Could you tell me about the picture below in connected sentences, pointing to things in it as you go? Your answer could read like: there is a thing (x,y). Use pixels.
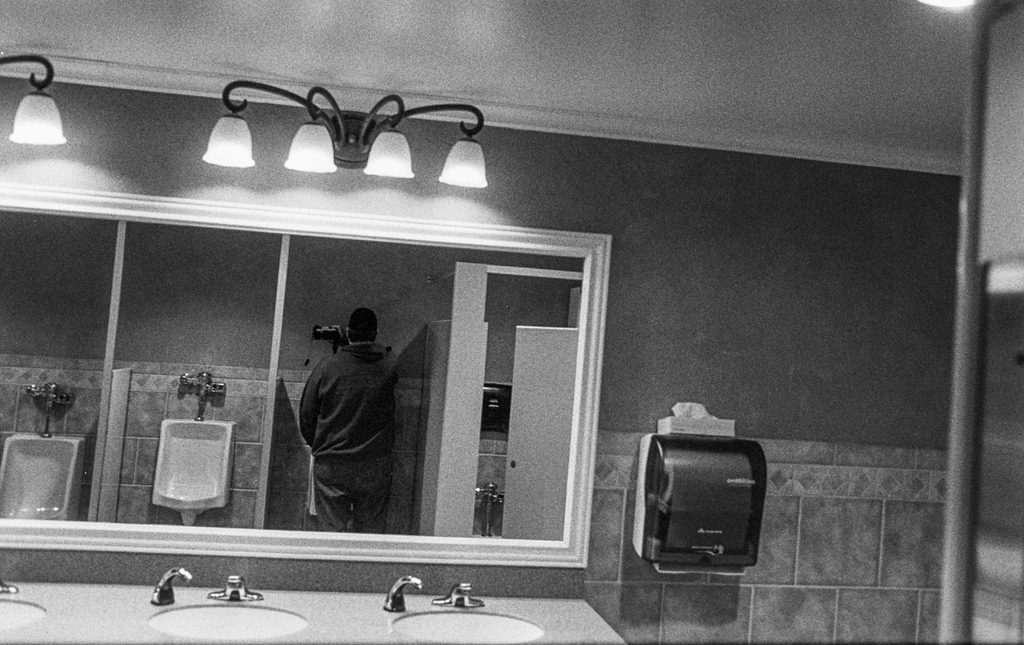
In this picture we can see taps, sinks (158,614), toilets (56,464), mirror (300,440), person (337,514) standing, lights (459,180) and some objects (645,509) and in the background (748,324) we can see the wall (765,274).
